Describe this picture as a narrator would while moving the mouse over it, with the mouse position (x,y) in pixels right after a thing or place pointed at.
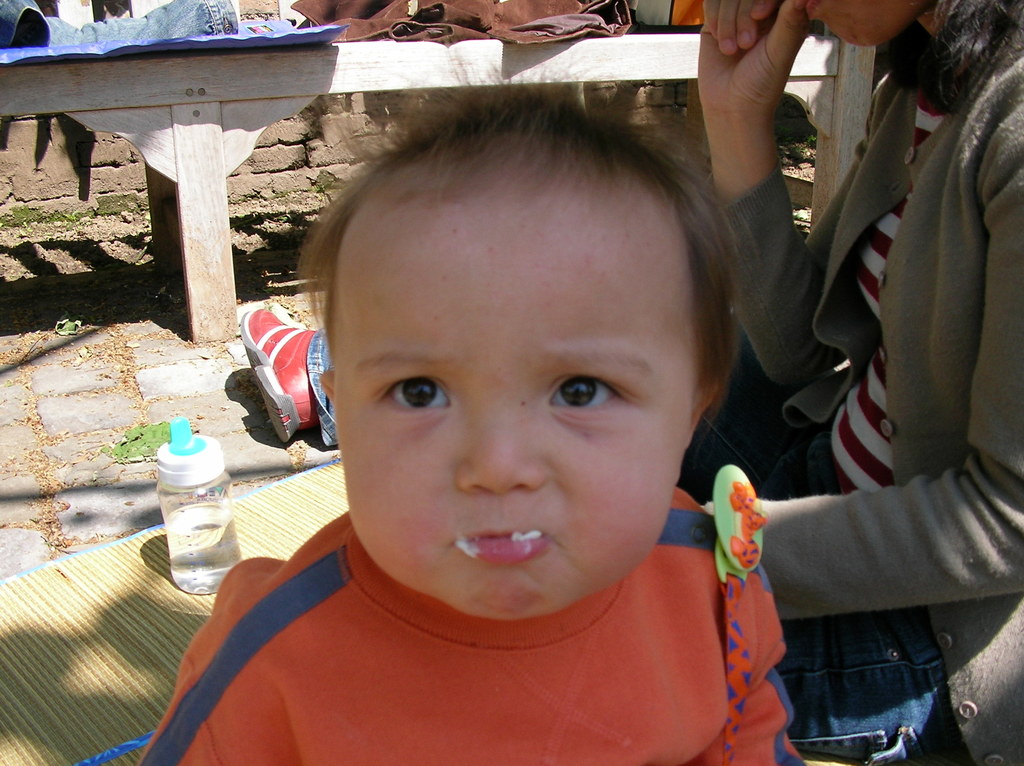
In this image in front (543,117) there is a baby (562,350). Behind the baby (703,249) there is a person (865,238). In front of her there is a water bottle (200,538) on the mat (195,612). In the background of the image (570,54) there is a table (555,65). On top of it there are a few objects (325,39).
